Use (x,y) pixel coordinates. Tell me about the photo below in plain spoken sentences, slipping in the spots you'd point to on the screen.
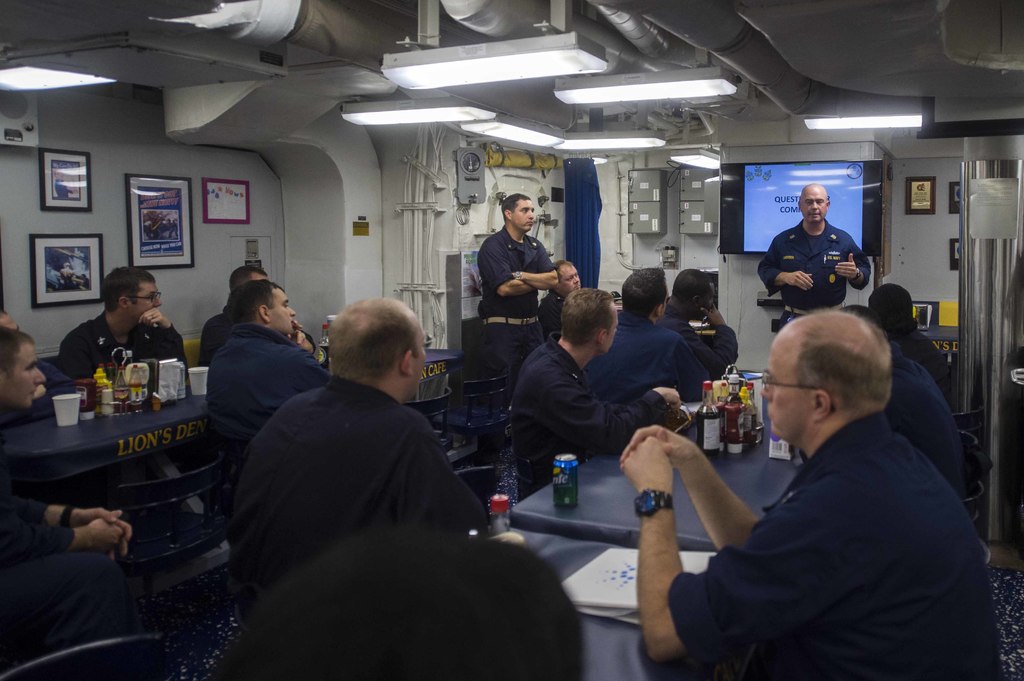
It is a meeting, many people (792,372) were sitting around the tables (557,527) and in front of them a person (783,254) is standing and talking, behind him there is a screen (869,211) and something is being displayed on the screen (766,217). On the tables (532,509) there are sauces (98,378), drinks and other items (155,375), on the left side (49,238) there are few photo frames (60,177) attached to the wall (265,207) and beside that there are many other equipment (423,193) fixed to the wall (323,210) and roof (636,120) of a room (939,231).
